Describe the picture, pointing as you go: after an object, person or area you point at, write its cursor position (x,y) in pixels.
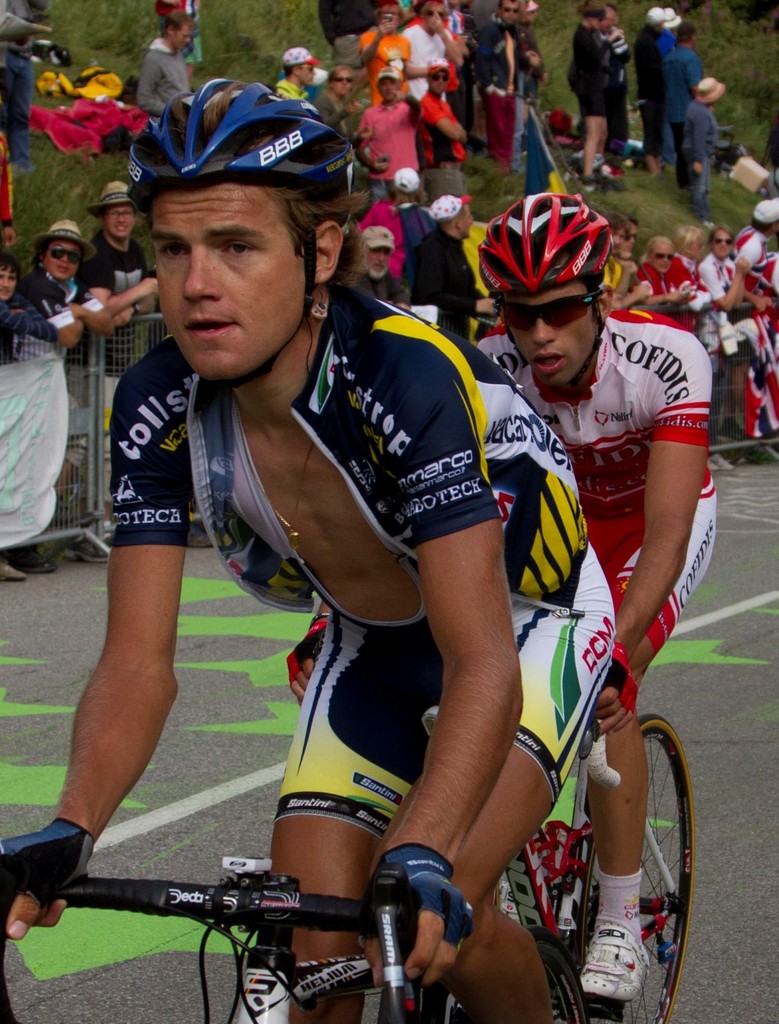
In this image I can see there are the two persons (364,625) riding on the bicycle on the road (241,687). And background (769,228) I can see there are the number of persons (595,133) visible and they are watching to the two persons (443,376) riding on the bicycle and there is a grass (76,45) visible on the back ground (93,29).
